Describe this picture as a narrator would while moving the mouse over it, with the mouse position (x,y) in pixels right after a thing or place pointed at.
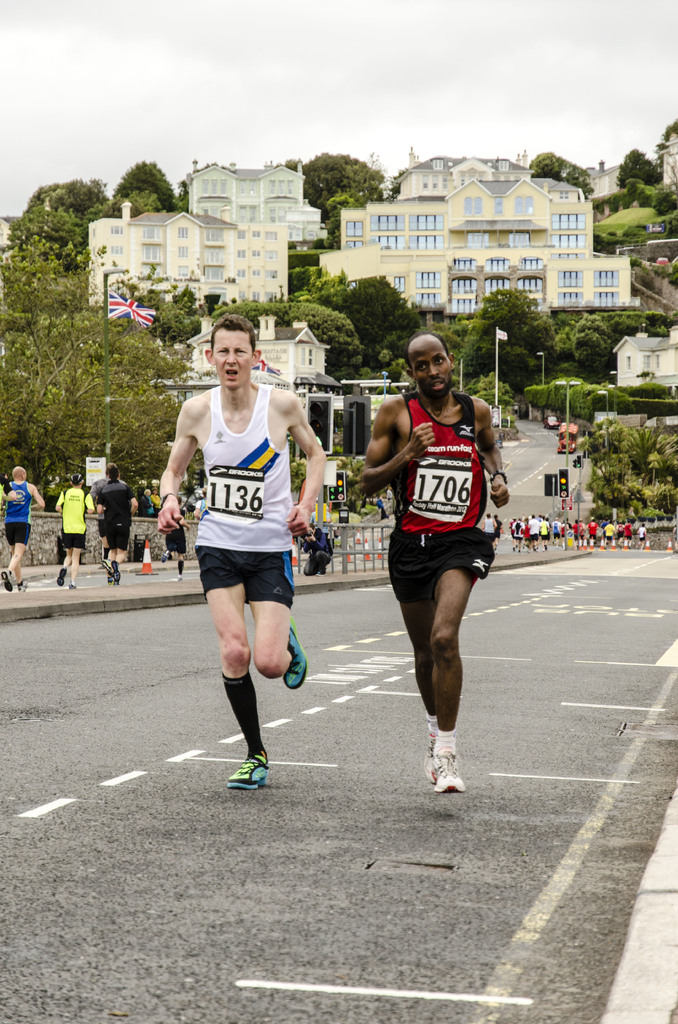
In the image we can see there are people (543,527) running on the road (332,608) and there are other people (9,489) running on the footpath (138,570). Behind there are trees (153,360) and there are buildings (624,385).
